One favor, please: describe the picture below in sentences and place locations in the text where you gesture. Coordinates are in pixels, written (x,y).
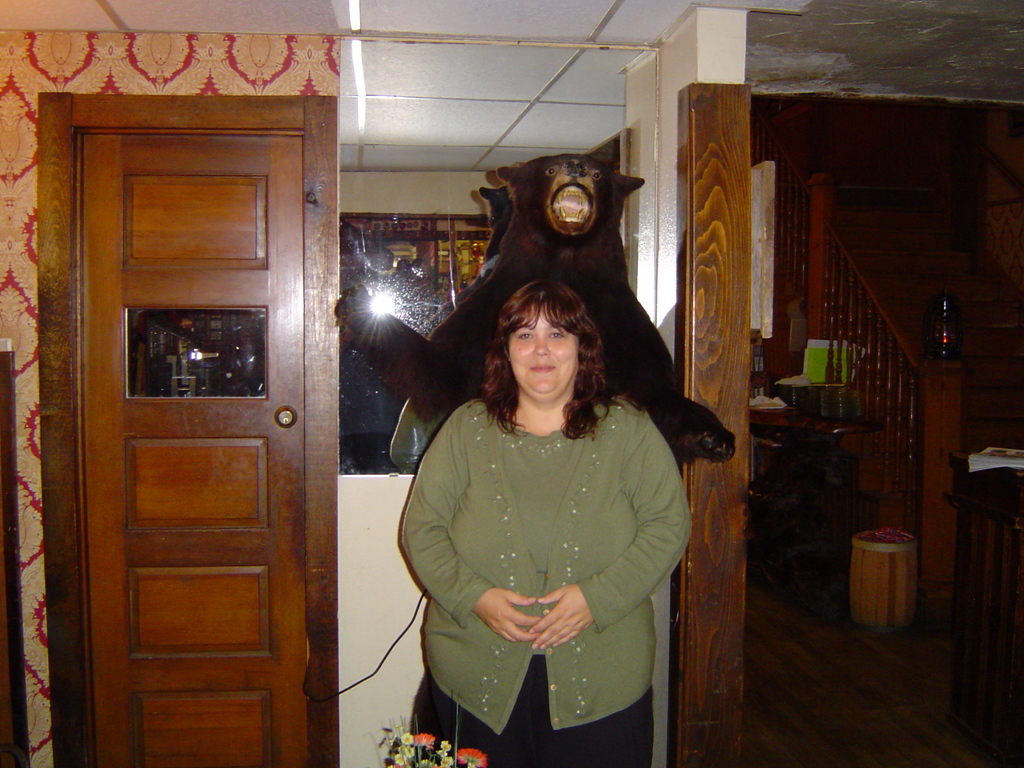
In the picture, there is a woman (520,560) standing beside a door (223,520) and behind the woman (501,337) there is a black bear (528,244), behind the bear (487,281) there is a mirror (456,185) and in the right side (886,500) there are wooden stairs (903,378).
